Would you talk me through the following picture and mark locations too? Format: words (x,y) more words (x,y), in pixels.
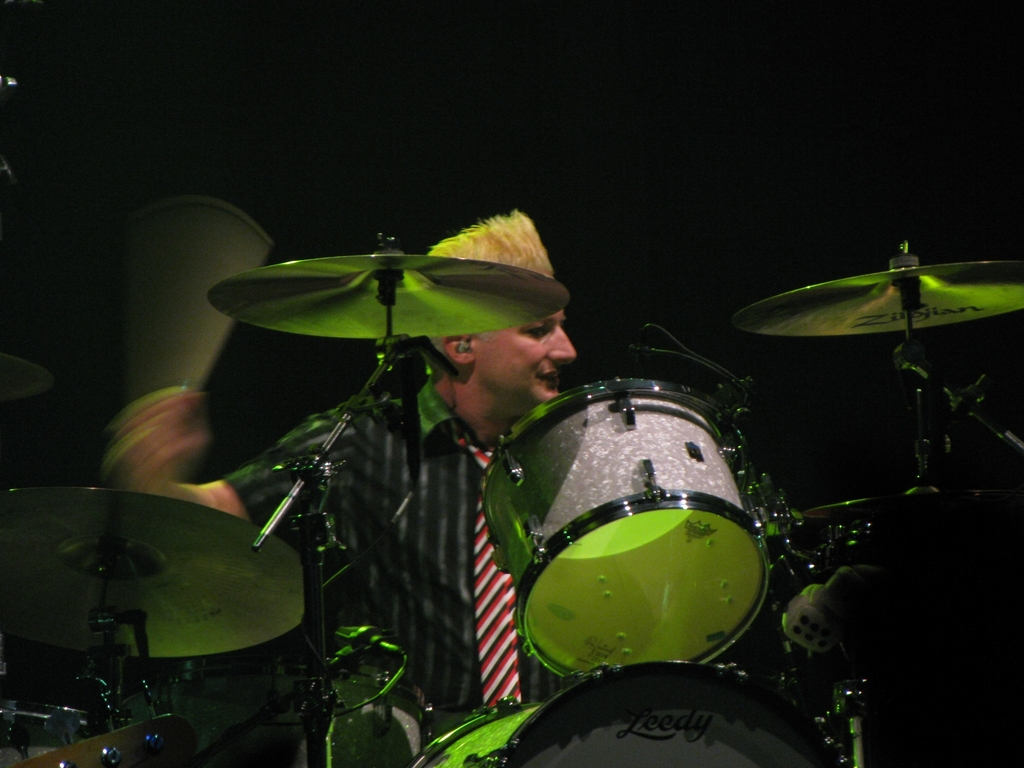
In there is a man (454,531) playing a drum (652,607).
